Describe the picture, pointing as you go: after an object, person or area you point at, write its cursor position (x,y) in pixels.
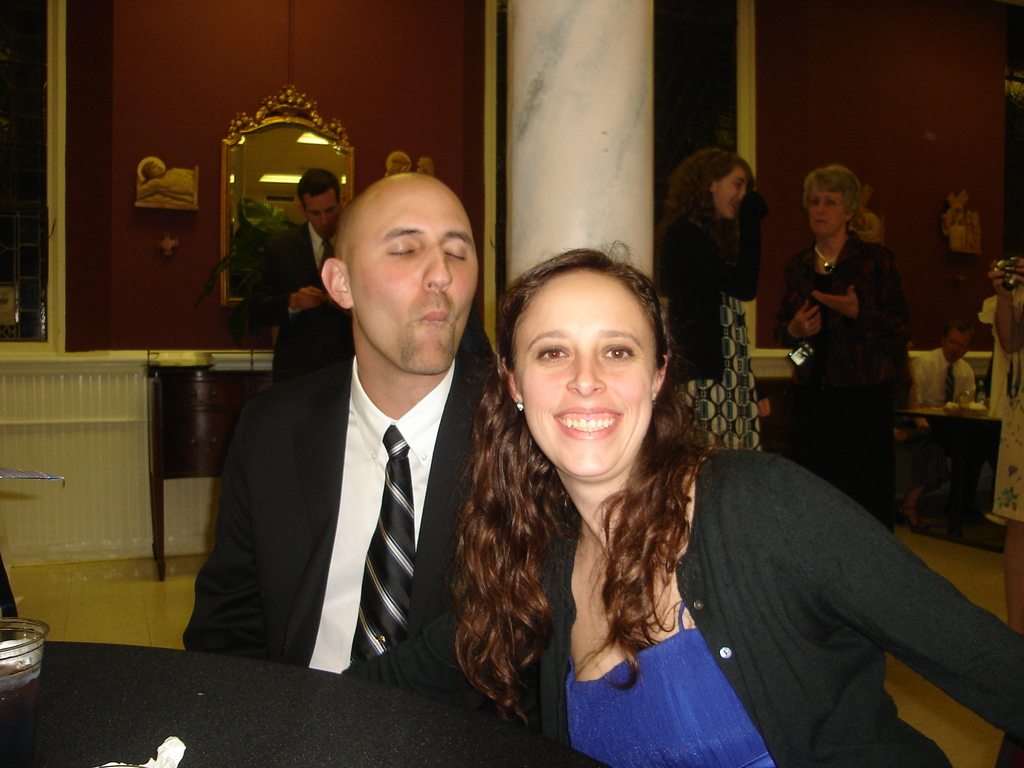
In this image we can see a man (376,560) and woman (583,651) is sitting. In front of them black color table (249,706) is there, on table (248,724) one glass (27,671) is there. The man (314,510) is wearing suit (301,468) and the woman (673,605) is wearing blue and black color dress (721,649). Behind people (786,323) are standing and sitting. One white color pillar (563,81) is there. The walls (928,53) of the room (847,55) is in red color and one mirror (244,160) is attached to the wall (212,172).
